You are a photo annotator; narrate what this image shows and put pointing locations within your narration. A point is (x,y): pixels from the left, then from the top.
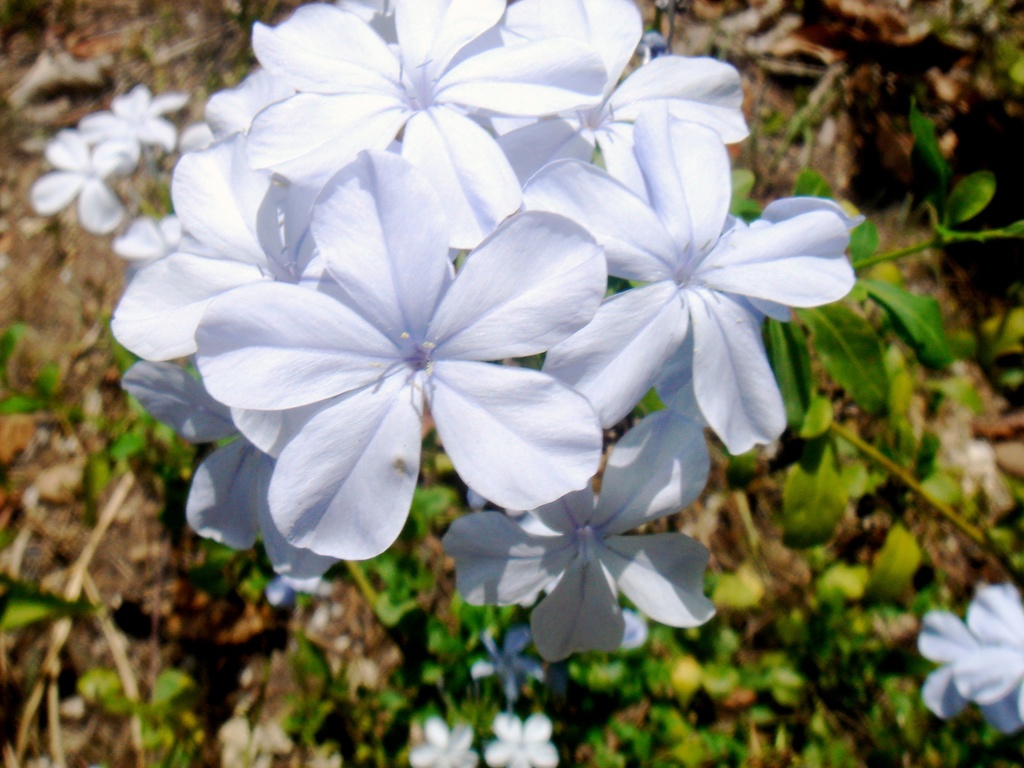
This image consists of plants (487,654). There are flowers (261,317) in the middle (578,356). They are in white color.
